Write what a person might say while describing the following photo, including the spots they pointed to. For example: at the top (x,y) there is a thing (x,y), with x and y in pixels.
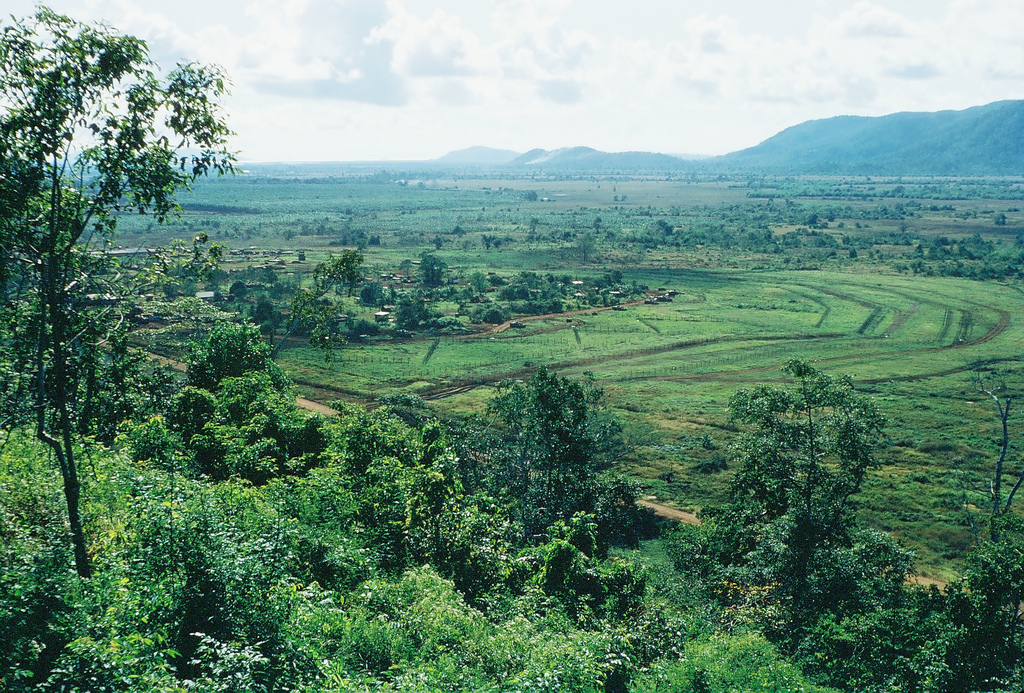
In this picture we can see there are trees (286,296), fields (737,300), hills (571,158) and the cloudy sky (576,102).
